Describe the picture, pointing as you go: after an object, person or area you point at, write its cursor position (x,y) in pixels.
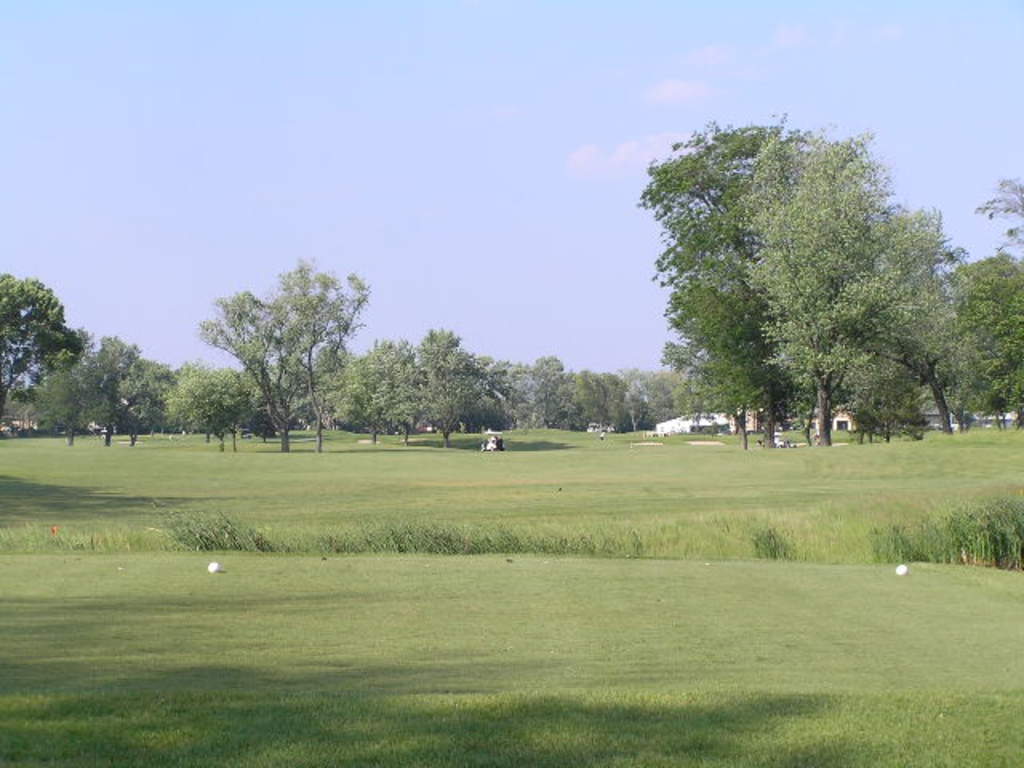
At the bottom of this image (316,666), there are shadows (65,676) of the trees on the ground (403,645) on which there is grass (755,654). In the background (24,322), there are trees (879,393), buildings (23,420), persons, vehicles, grass (1007,532) and there are clouds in the sky (499,94).
